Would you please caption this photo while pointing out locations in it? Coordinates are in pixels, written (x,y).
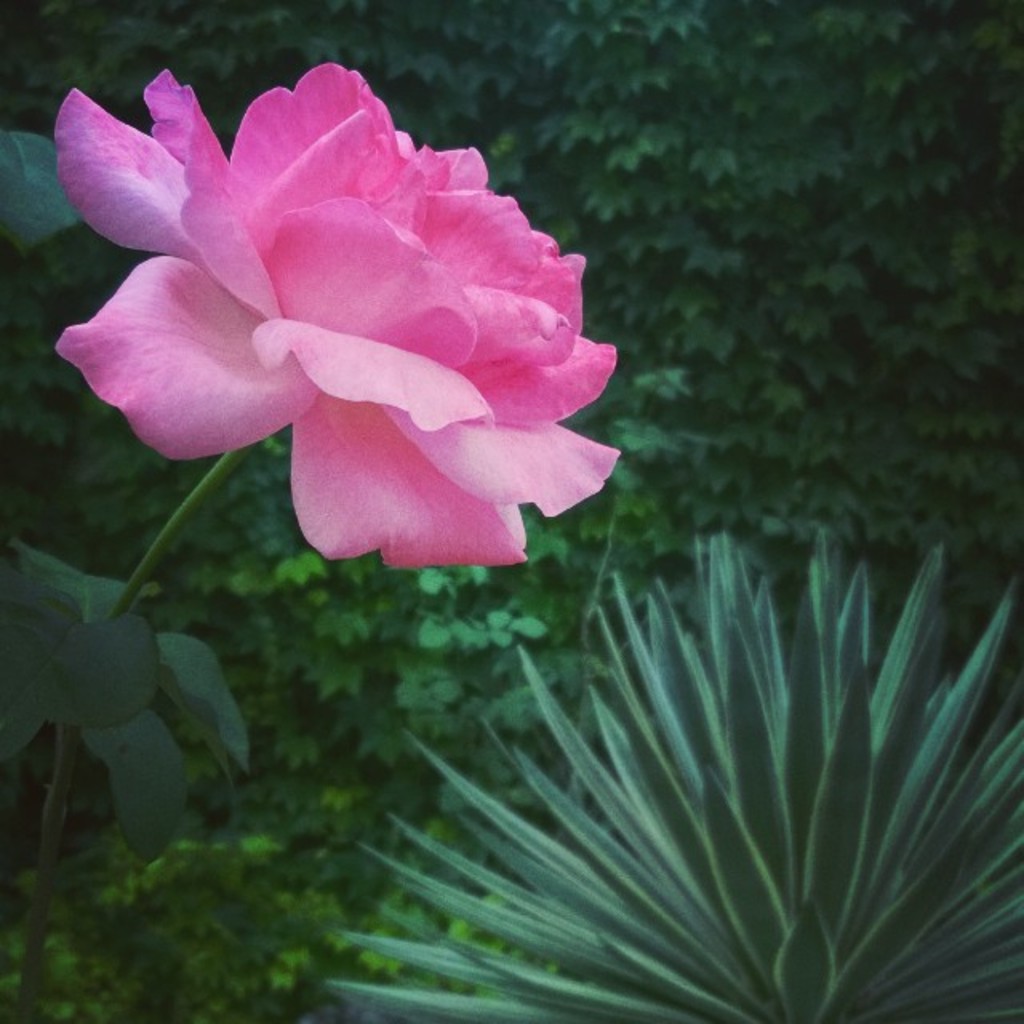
On the left side (127,598), we see a plant (106,690) which has a rose flower (331,435). This flower (280,371) is in pink color. At the bottom (720,878), we see a plant (627,788). There are trees (654,330) in the background (737,153). This picture is blurred in the background (367,719).
